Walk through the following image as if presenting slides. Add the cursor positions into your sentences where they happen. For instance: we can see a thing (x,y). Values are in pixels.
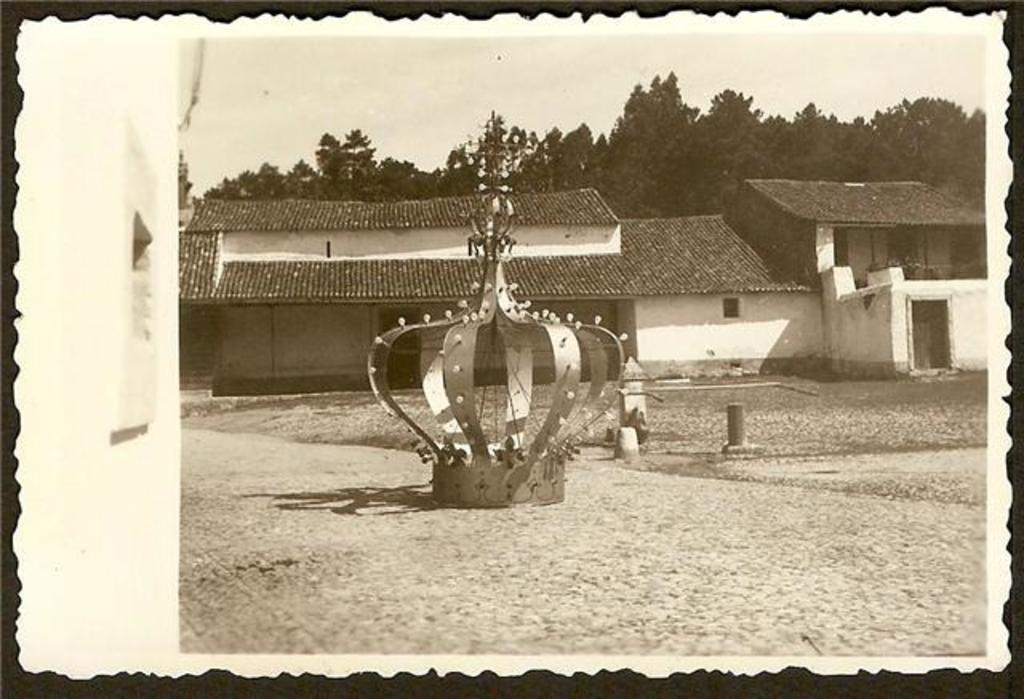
In this picture there is a large crown sculpture (597,372) in the center of the image (441,314) and there are houses (688,236) and trees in the background area of the image (431,242).
